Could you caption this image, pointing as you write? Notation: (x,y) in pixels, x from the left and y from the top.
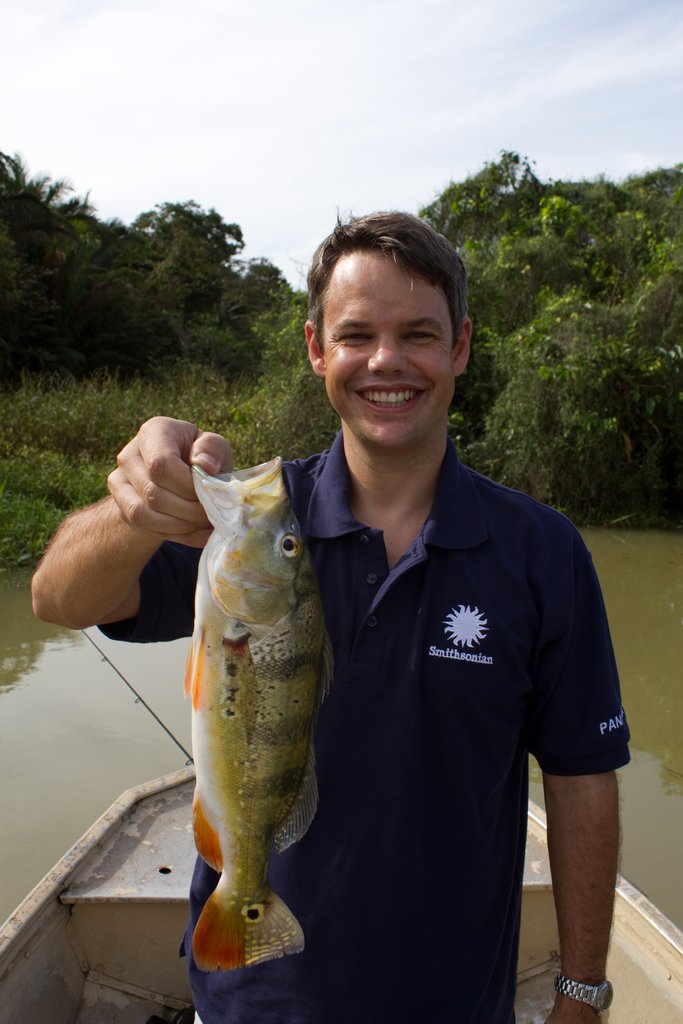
In this picture I can see in the middle (404,559) a man (408,746) is standing and holding a fish (247,668), at the bottom (531,993) there is a boat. In the background (18,743) there is water (8,752) and there are trees (519,371). At the top (358,101) there is the sky (389,54).
